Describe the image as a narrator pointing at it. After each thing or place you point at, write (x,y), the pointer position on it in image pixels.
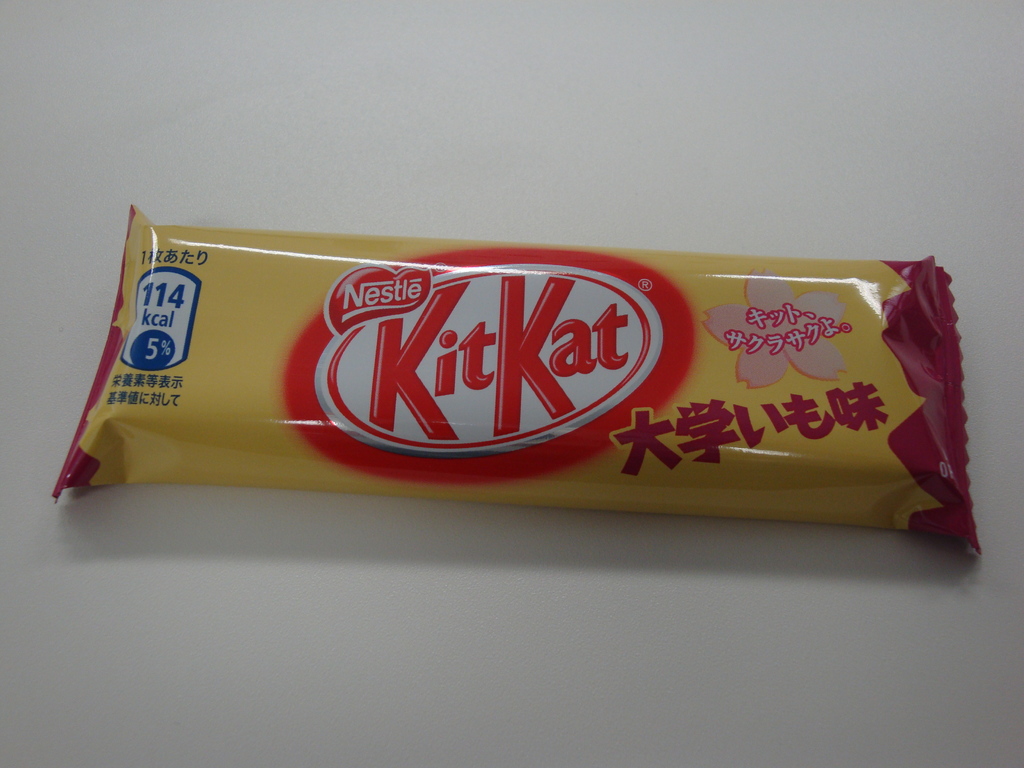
In this image there is a food packet (453,481). There are numbers (184,295) and text (575,363) on the packet (564,358). In the background (53,170) there is a floor (507,230).
